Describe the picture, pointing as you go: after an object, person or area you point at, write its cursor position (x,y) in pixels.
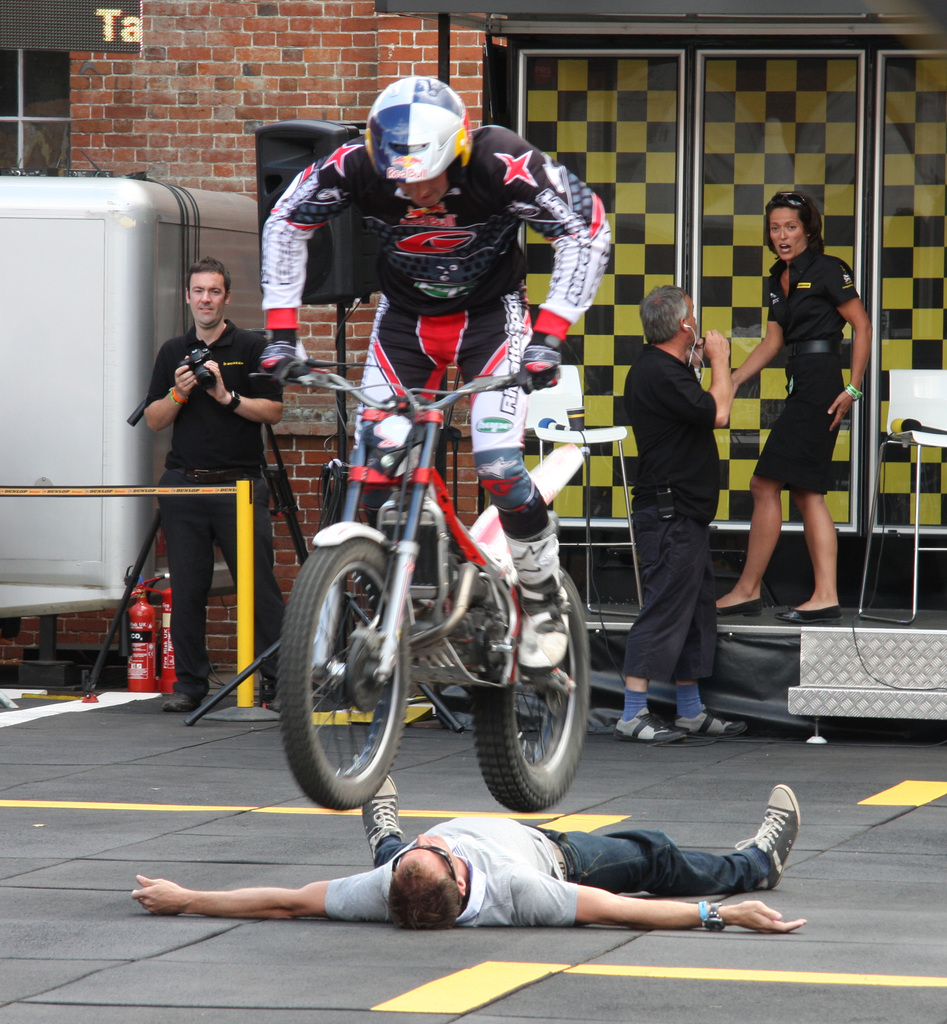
In the image there a man (382,805) is lying on the ground (436,785) and another person (290,307) is riding a motor bike (542,486) he is performing some stunt, behind them there are few people (201,304) and one person (165,383) is holding the camera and in the background (248,85) there is a brick wall (201,60).
